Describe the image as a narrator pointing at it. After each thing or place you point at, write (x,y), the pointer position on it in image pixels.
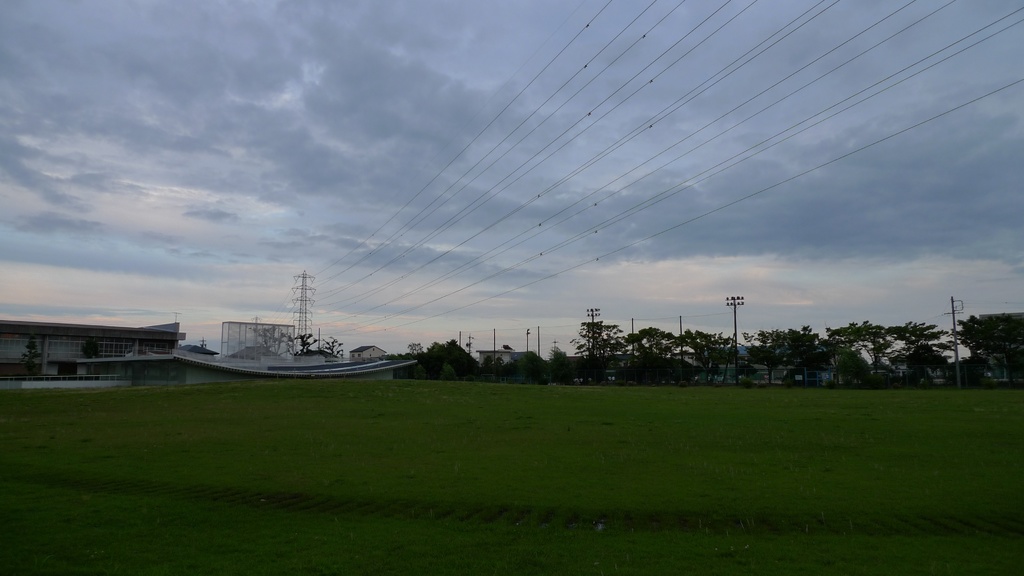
In this image we can see some buildings (56,340), trees (586,335), poles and other objects (243,335). At the top of the image (696,81) there is the sky (481,19) and cables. At the bottom of the image (879,504) there is the grass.
